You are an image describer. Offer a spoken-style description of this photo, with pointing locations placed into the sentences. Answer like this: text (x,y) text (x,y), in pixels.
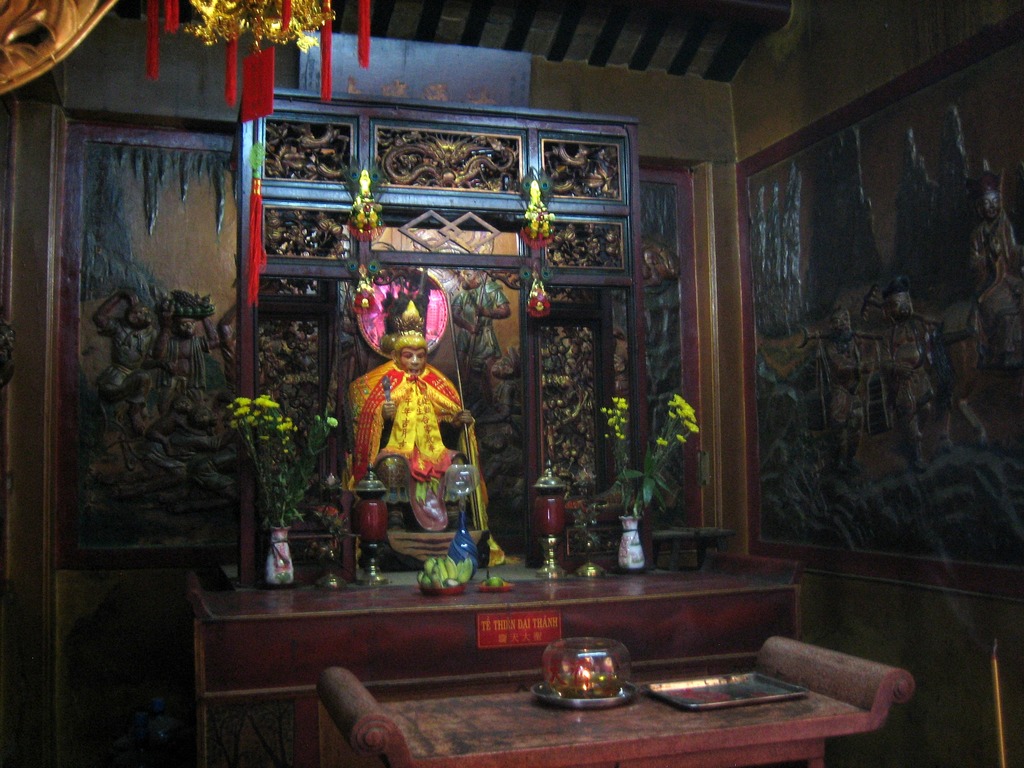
In this image there are two tables (416,732), on one table (668,714) there is a tray (727,700) and a bowl (616,674), on another table (289,630) there are flowers pots (629,533) and other objects (458,557), in the background (183,297) there are sculptures (203,276), at the top (529,33) there is a ceiling (427,34) and few objects (323,29) hanged for that ceiling (511,23).
